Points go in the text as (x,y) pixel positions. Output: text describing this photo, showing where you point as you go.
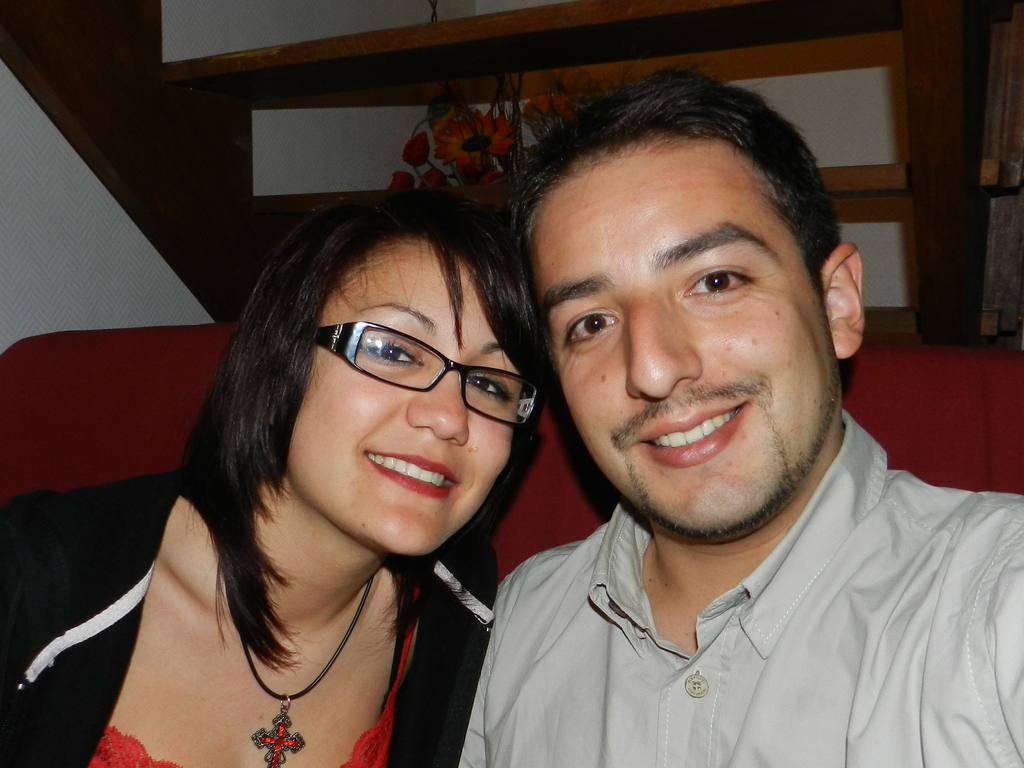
In this image we can see a lady (418,573) and a man (549,578) sitting and smiling. In the background (545,107) there is a decor (449,118) and we can see stairs (231,180).
